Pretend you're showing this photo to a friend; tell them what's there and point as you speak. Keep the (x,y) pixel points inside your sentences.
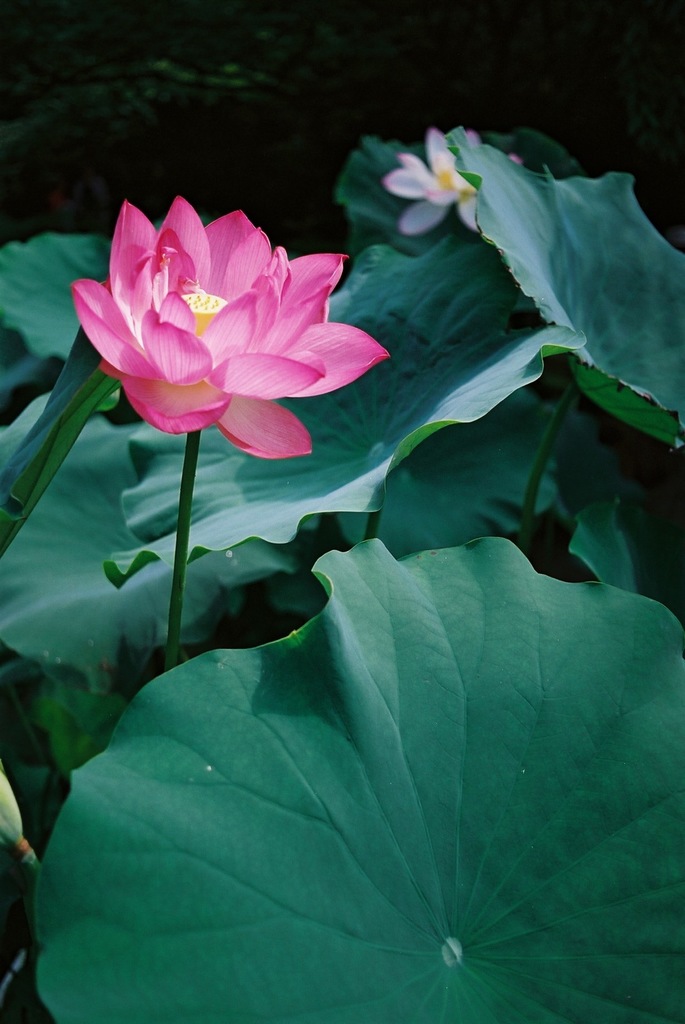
In this image, we can see some leaves (318,462) and flowers (408,176).
